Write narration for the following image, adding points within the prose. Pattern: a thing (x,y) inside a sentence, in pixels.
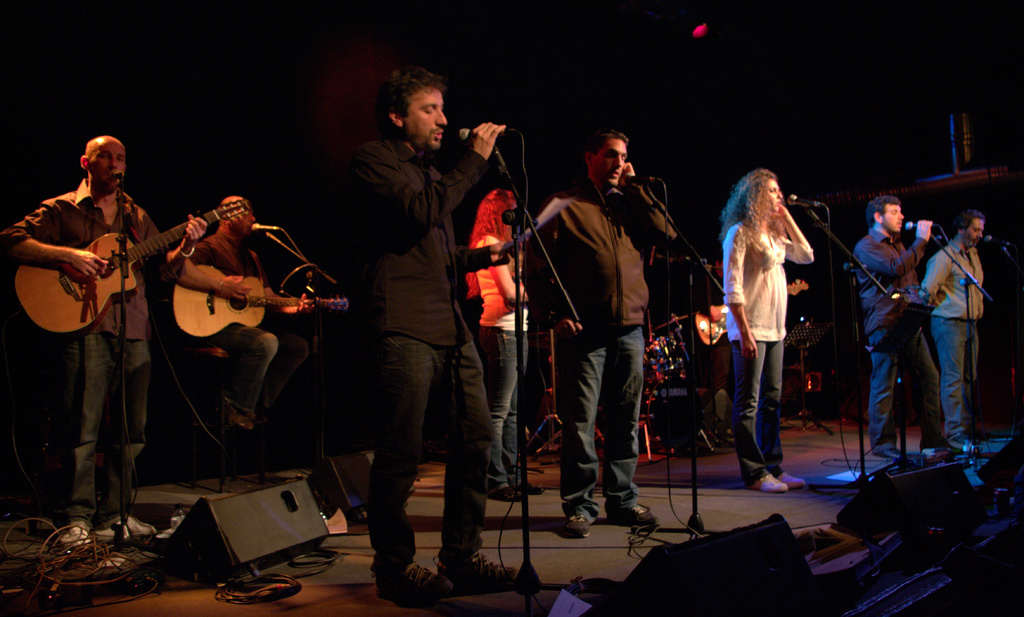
In this image, there are group of people (755,213) standing and singing a song and few of them are playing a guitar (203,312) on the dais (535,533). On the stage (683,516) speakers (274,524) are visible and wires (63,550) are visible which are connected to the instruments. On the roof top (689,35) light (700,29) is visible which is red in color. It looks as if the picture is taken inside a hall (643,72).
